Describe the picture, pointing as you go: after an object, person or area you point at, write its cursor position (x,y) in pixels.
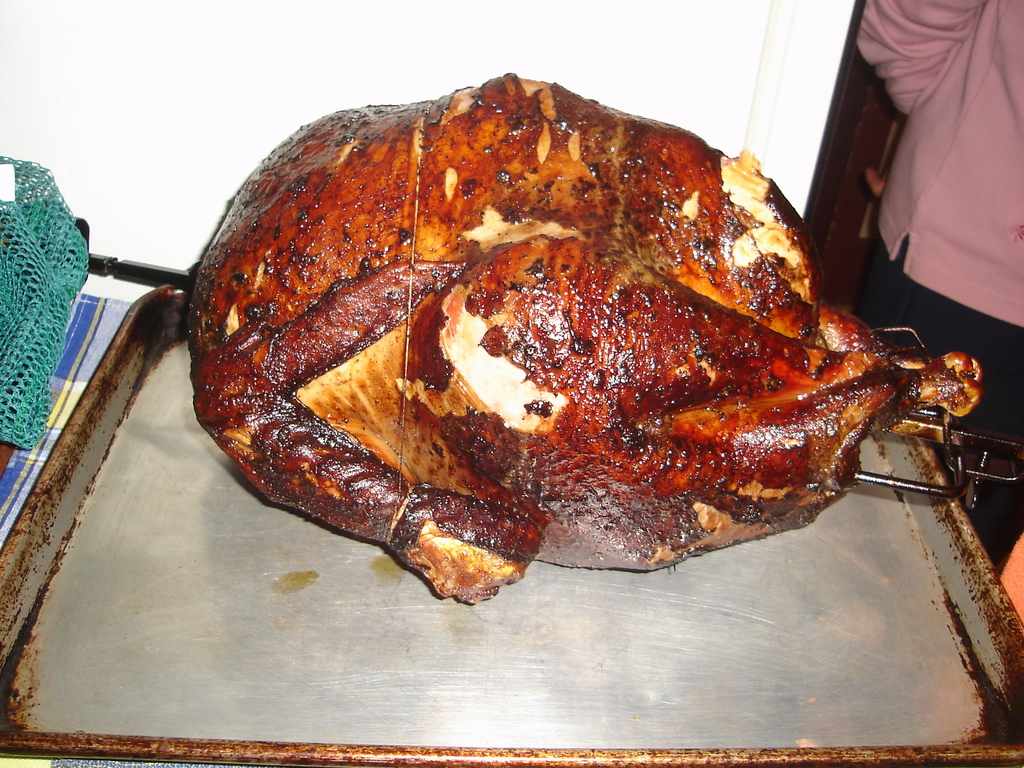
In this image we can see a food item (614,473) in a tray (657,638). In the background of the image (52,71) there is wall (305,6). To the right side of the image (902,14) there is a person (992,526) standing.
